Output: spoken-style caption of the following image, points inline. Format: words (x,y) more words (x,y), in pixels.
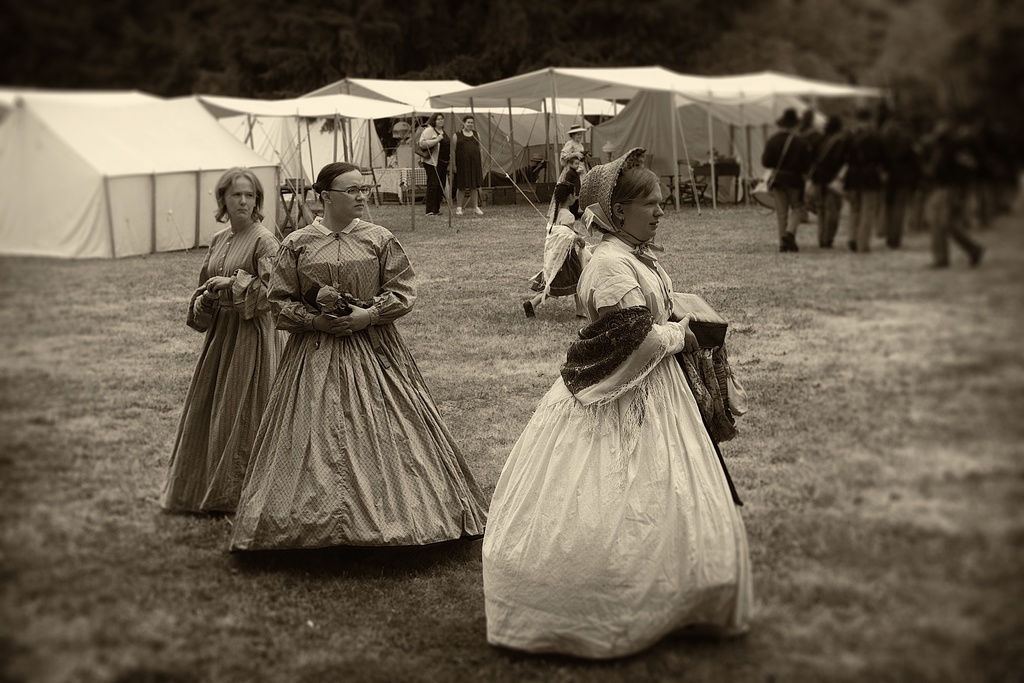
This is a black and white image where we can see three women (654,323) are standing on grassy land (155,552). They are holding some objects (341,307). In the background (541,140), we can see tents (347,92), tables (420,176), women (464,161) and ropes (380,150). At the top of the image (625,54), we can see trees (793,53). We can see men (912,130) with some musical instruments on the right side of the image (950,209).
